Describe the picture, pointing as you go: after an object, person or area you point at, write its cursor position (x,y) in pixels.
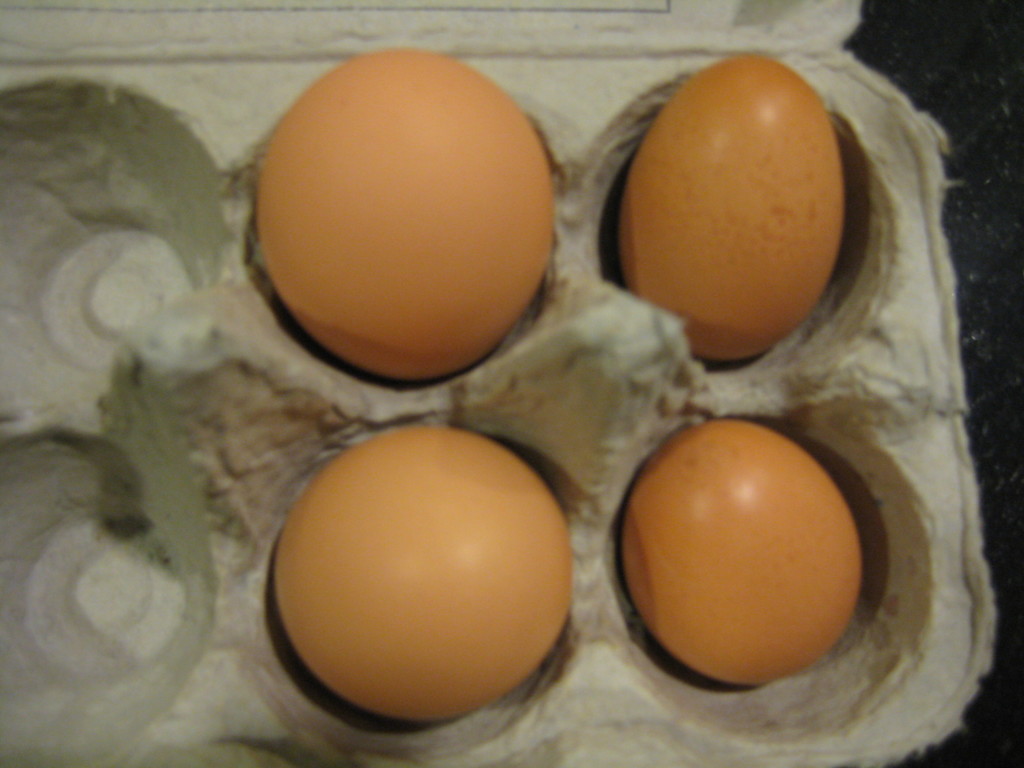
In the image there are four eggs (536,209) kept in an egg tray (269,391).
